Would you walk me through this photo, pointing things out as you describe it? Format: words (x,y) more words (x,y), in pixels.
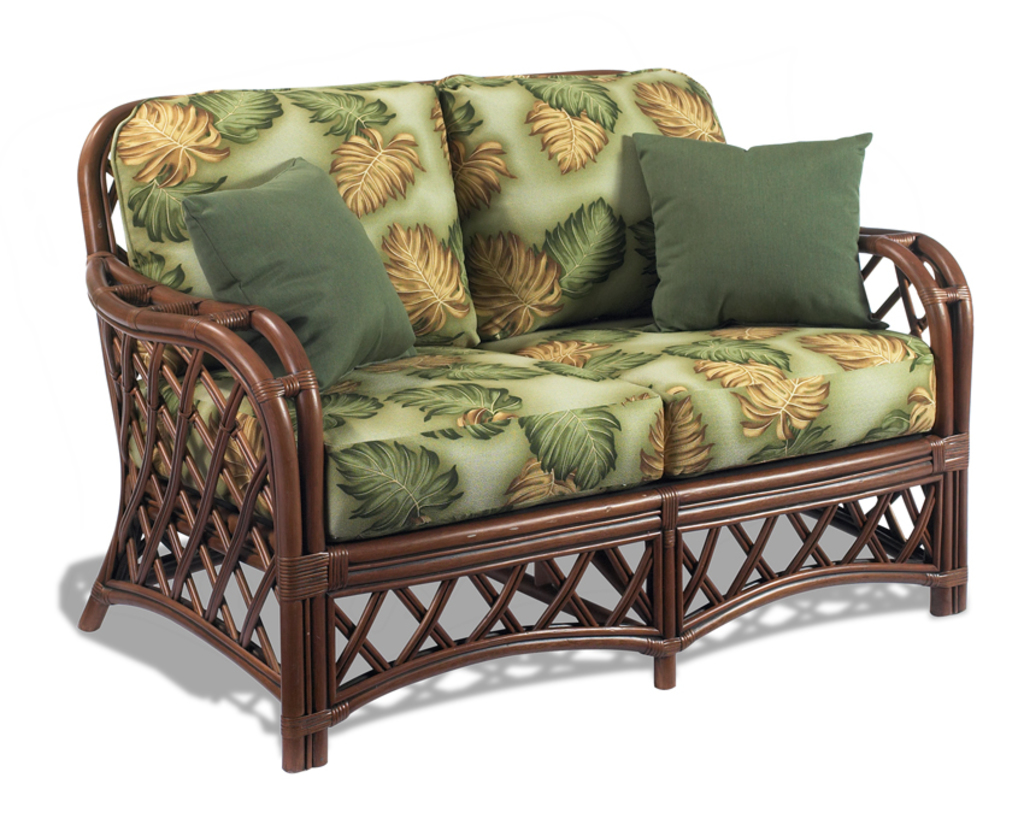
In this picture we can see a couch (498,441), there are two pillows (768,285) on the couch (487,386), we can see a white color background (39,290).
